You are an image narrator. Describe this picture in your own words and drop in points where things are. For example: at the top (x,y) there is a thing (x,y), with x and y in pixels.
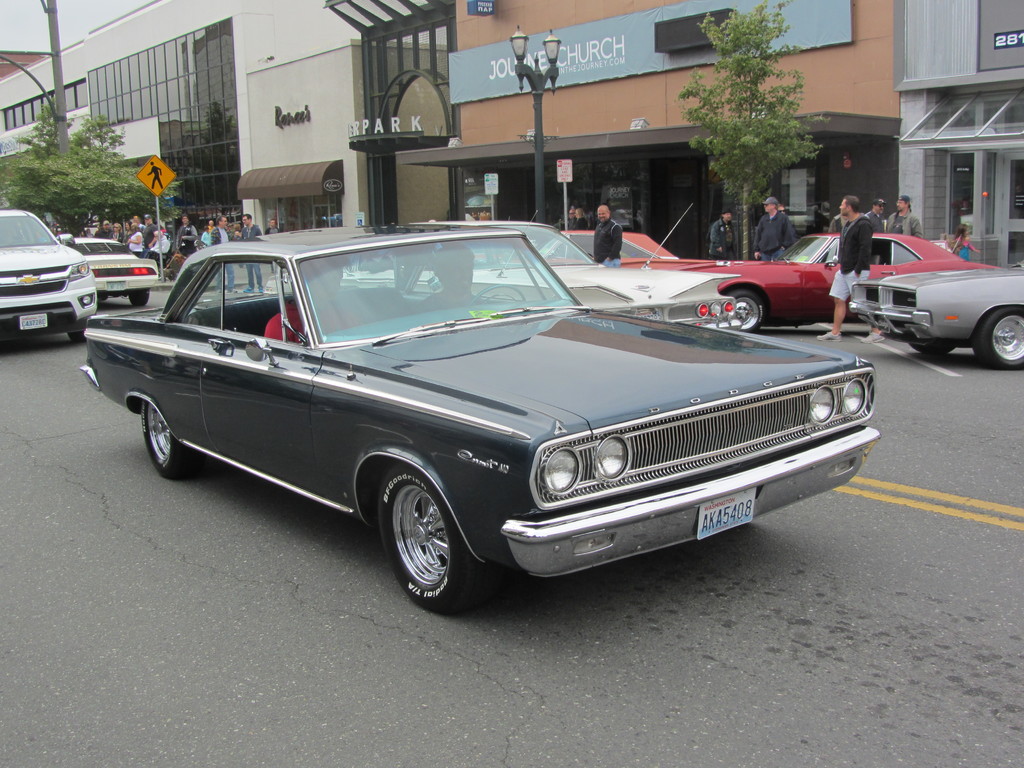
In this image I can see few vehicles (591,311). In front (525,375) the vehicle (592,388) is in black color, background (970,231) I see few persons (866,263) standing, I can also see few light poles (51,27), trees (143,190) in green color, buildings (578,143) in brown and white color. The sky (72,12) is in white color.
